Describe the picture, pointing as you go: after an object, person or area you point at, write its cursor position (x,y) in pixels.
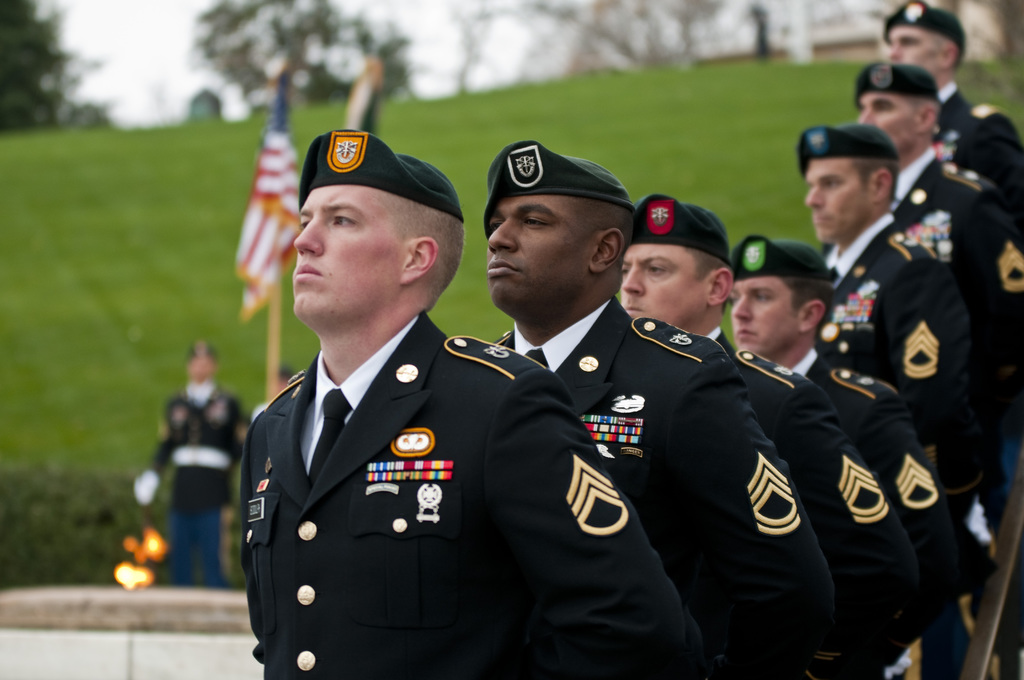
In this picture I can see group of men (711,418) are standing. These men (475,469) are wearing black color uniforms (501,424) and caps (306,174). In the background (282,212) I can see flag (285,261), grass (255,322), trees (308,82) and the sky (137,75).
